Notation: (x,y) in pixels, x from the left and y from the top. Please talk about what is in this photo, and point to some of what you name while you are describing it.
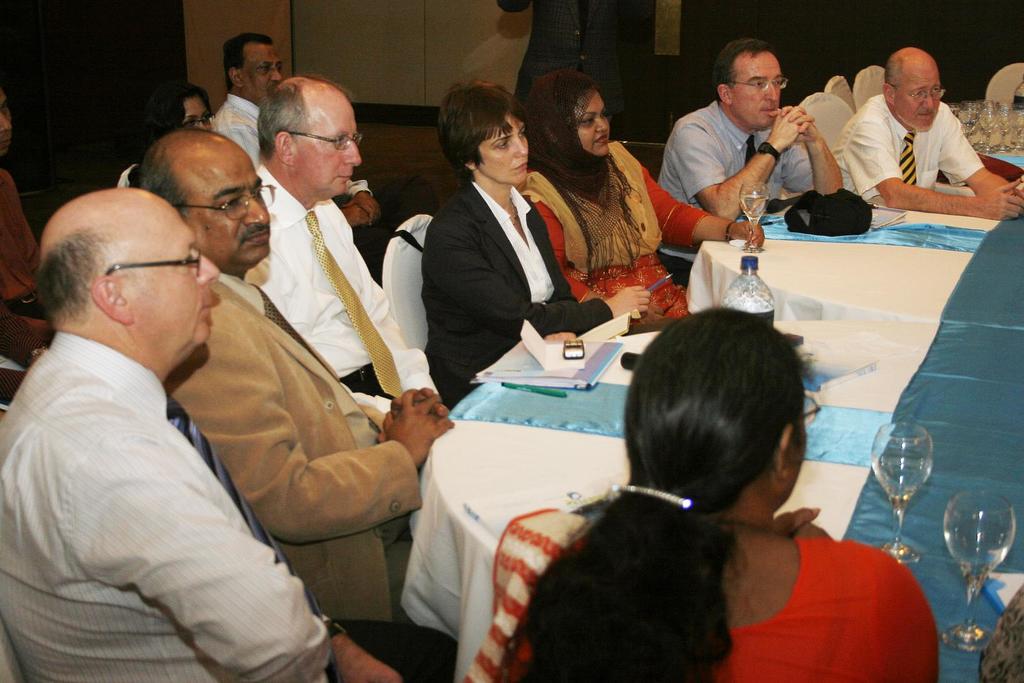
In this picture we can see a group of men and women (369,307) sitting in the meeting hall (443,397). In the front (860,382) center there is a table (937,460) with some glasses (983,533), water bottle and books (580,352). Behind we can see white door (307,50) and dark background (987,33).
